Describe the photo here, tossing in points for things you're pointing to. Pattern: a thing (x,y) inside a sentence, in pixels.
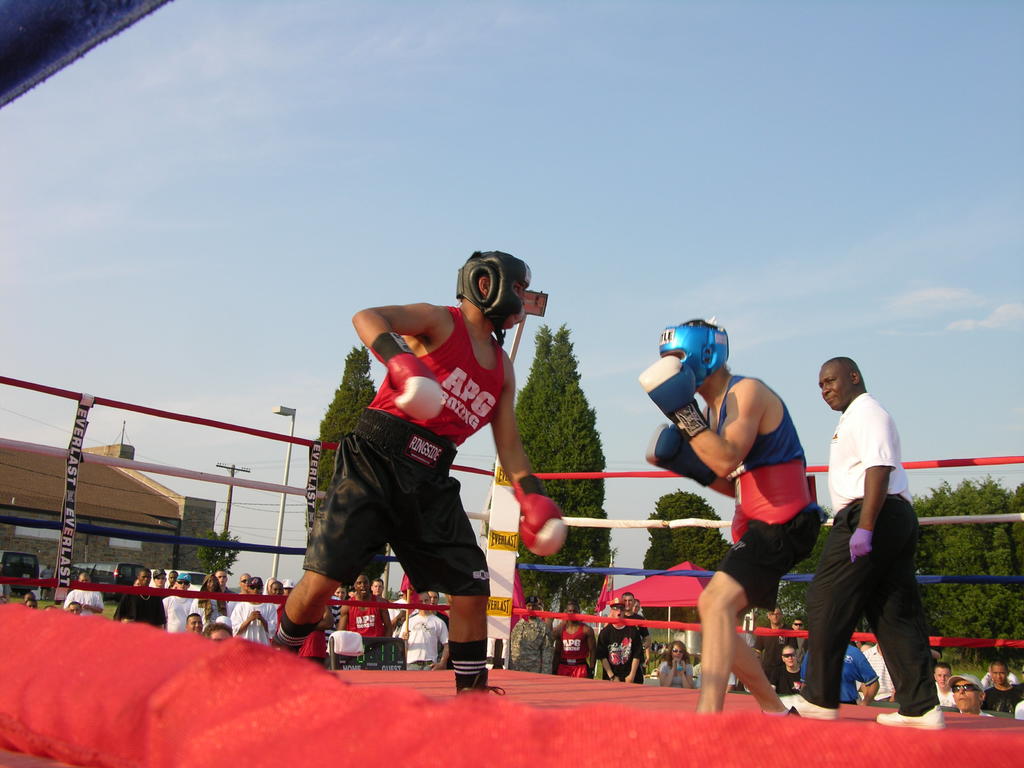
In this picture there are two people (449,454) standing and there is a man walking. Behind the railing (282,549) there are group of people (247,615) and there are buildings (86,506) and trees (325,503) and there are poles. At the top (491,54) there is sky (596,140) and there are clouds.
